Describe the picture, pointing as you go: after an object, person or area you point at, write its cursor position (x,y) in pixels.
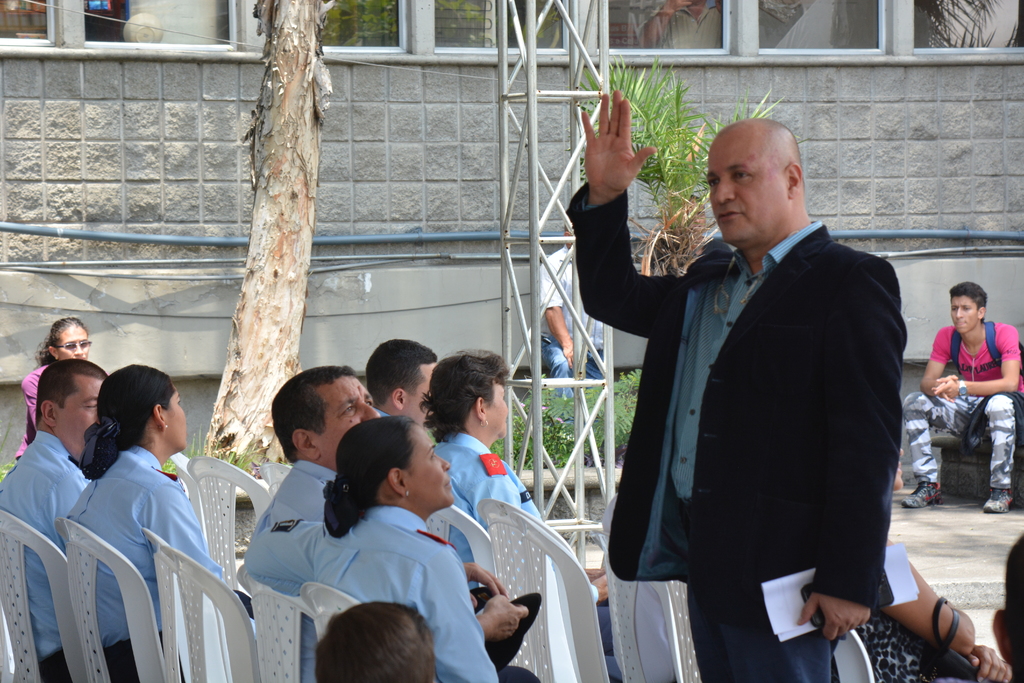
In this image, we can see a man (763,424) standing and he is wearing a coat (824,309), there are some people (38,470) sitting on the chairs (188,550), we can see some green plants (643,179) and a tree trunk (283,154), there is a wall (184,82) and there are some windows (1002,5) on the wall (497,280).
